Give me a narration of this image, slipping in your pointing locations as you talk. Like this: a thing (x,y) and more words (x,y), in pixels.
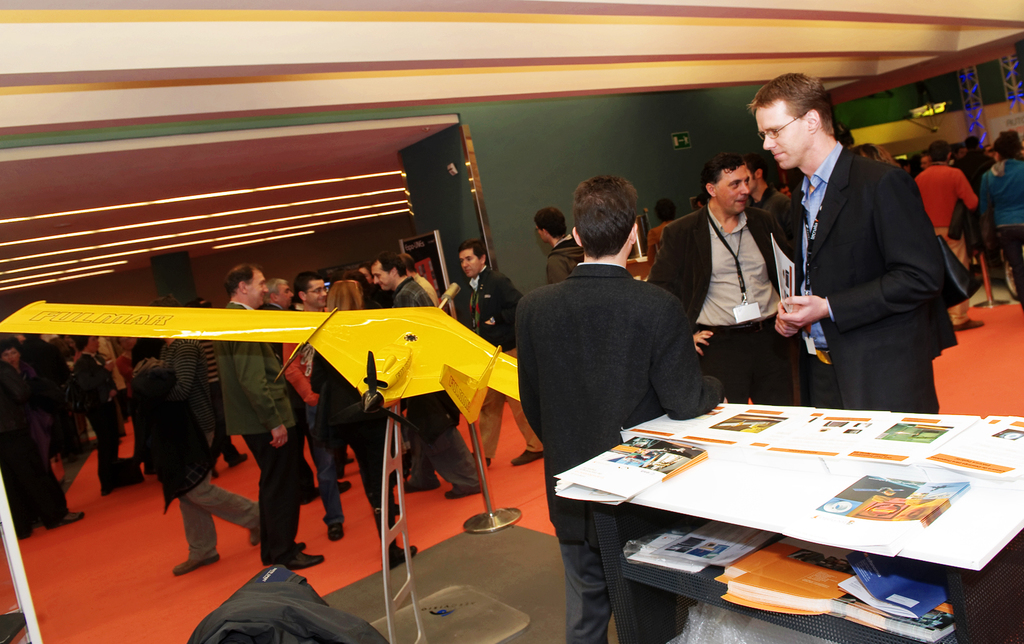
In this picture there are group of persons (688,277) standing and walking. The person (801,297) at the right side (843,248) wearing a black colour suit (861,278) is holding a paper (785,280) in his hand (807,311). In the center (669,306) man (736,279) is standing. At the left side (164,379) the person (182,429) is walking. In the background (344,297) the people (77,373) are standing here.
